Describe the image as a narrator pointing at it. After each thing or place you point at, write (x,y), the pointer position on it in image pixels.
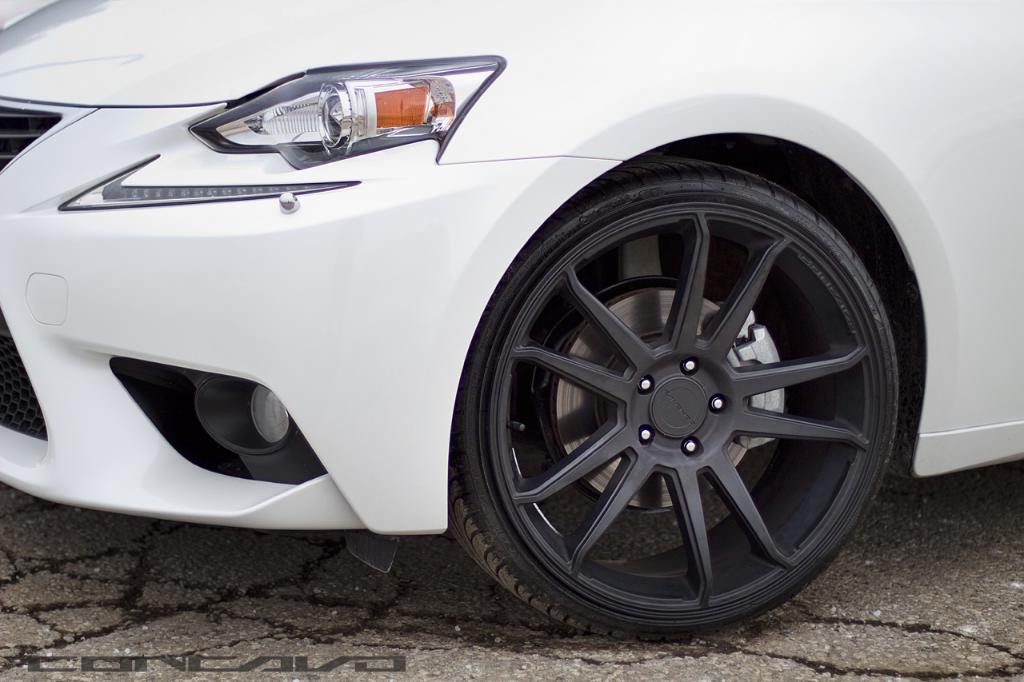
In this picture, we see a white car (424,128). We can see the headlight (236,129) and the wheel (528,334) of the car (653,458). At the bottom (378,610), we see the road (140,573).
